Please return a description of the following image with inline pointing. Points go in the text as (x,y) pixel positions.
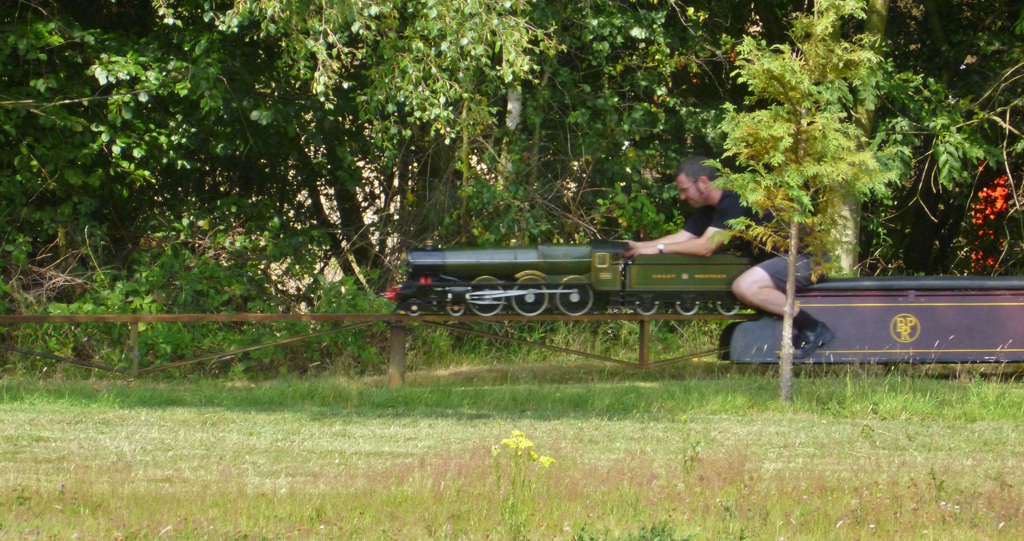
In this picture I can observe a toy train (428,263) on the track (404,318). It is in green color. On the right side (713,245) there is a person (770,273) sitting on this train (672,295). In the background (673,228) there are trees (506,123).
